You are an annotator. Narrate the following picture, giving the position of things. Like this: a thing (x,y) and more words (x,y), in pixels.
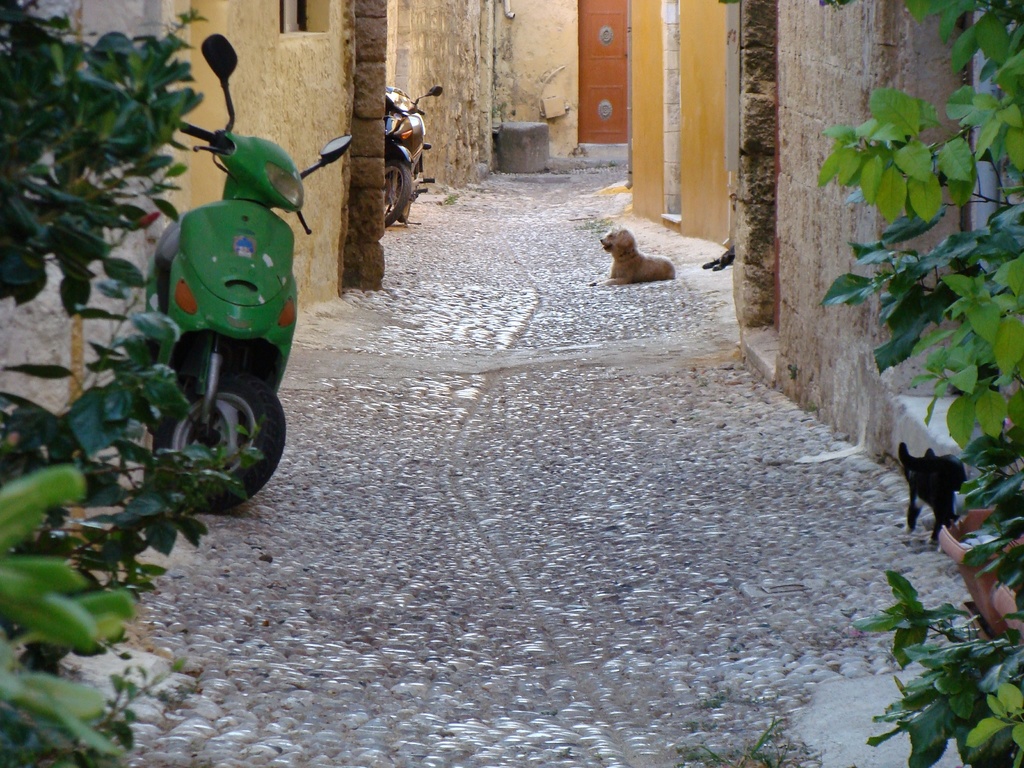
In the picture there is a small way (506,232) and there are houses (567,99) on the either side of the street (652,360) and in the right side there is a dog (614,262) laying on the road (578,358) and in the left side (336,150) there are two vehicles (412,99) parked beside the wall (327,294), in the front there are some plants (947,348).
